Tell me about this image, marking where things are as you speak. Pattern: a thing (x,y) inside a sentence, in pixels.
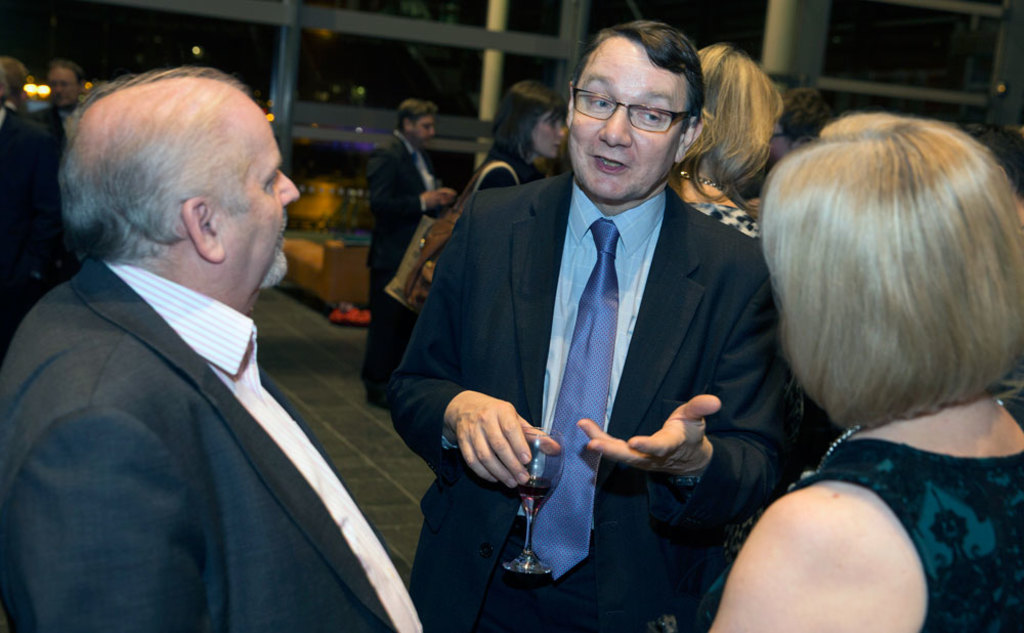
In this image there are persons (251,250) standing. In the background (477,106) there are pillars (819,59) and there are windows (339,90) and there is an empty sofa (327,269) and there is an object (346,321) which is red in colour on the floor (329,335). In the front (593,396) there is a person (594,422) standing and holding a glass (547,483) in his hand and speaking.
